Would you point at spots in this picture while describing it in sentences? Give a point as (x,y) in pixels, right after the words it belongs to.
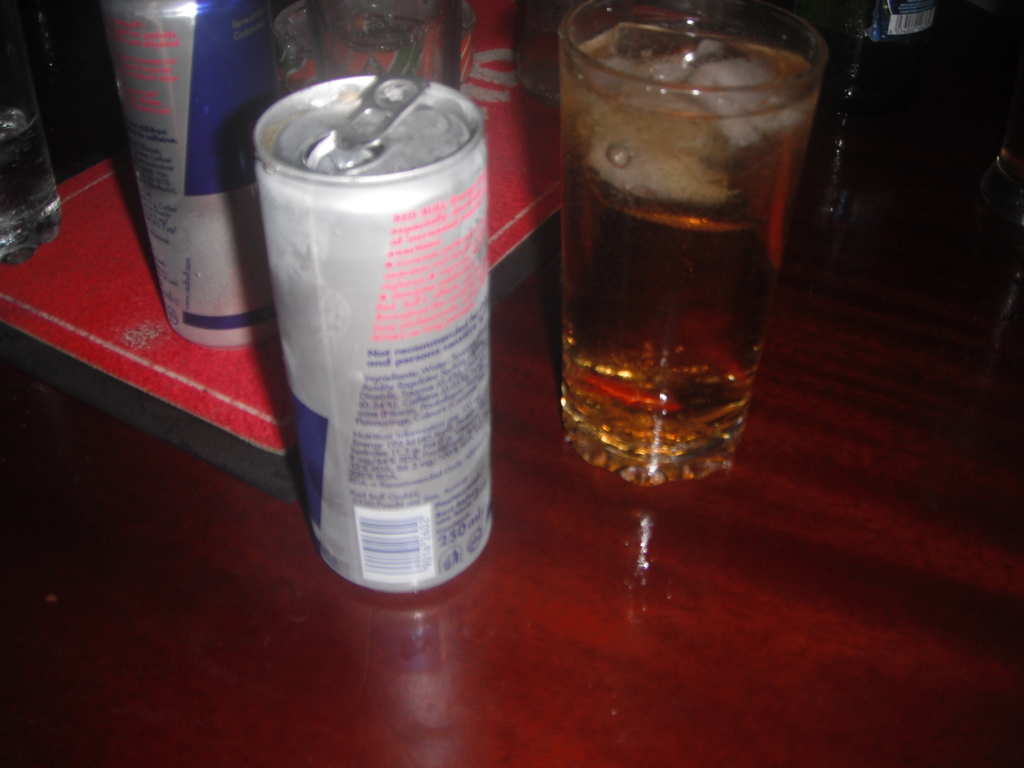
In this image I can see two tins (253,159) and glasses (639,162) on the maroon color board (630,603). I can see a red and black color board (201,367) on the table (574,682).
